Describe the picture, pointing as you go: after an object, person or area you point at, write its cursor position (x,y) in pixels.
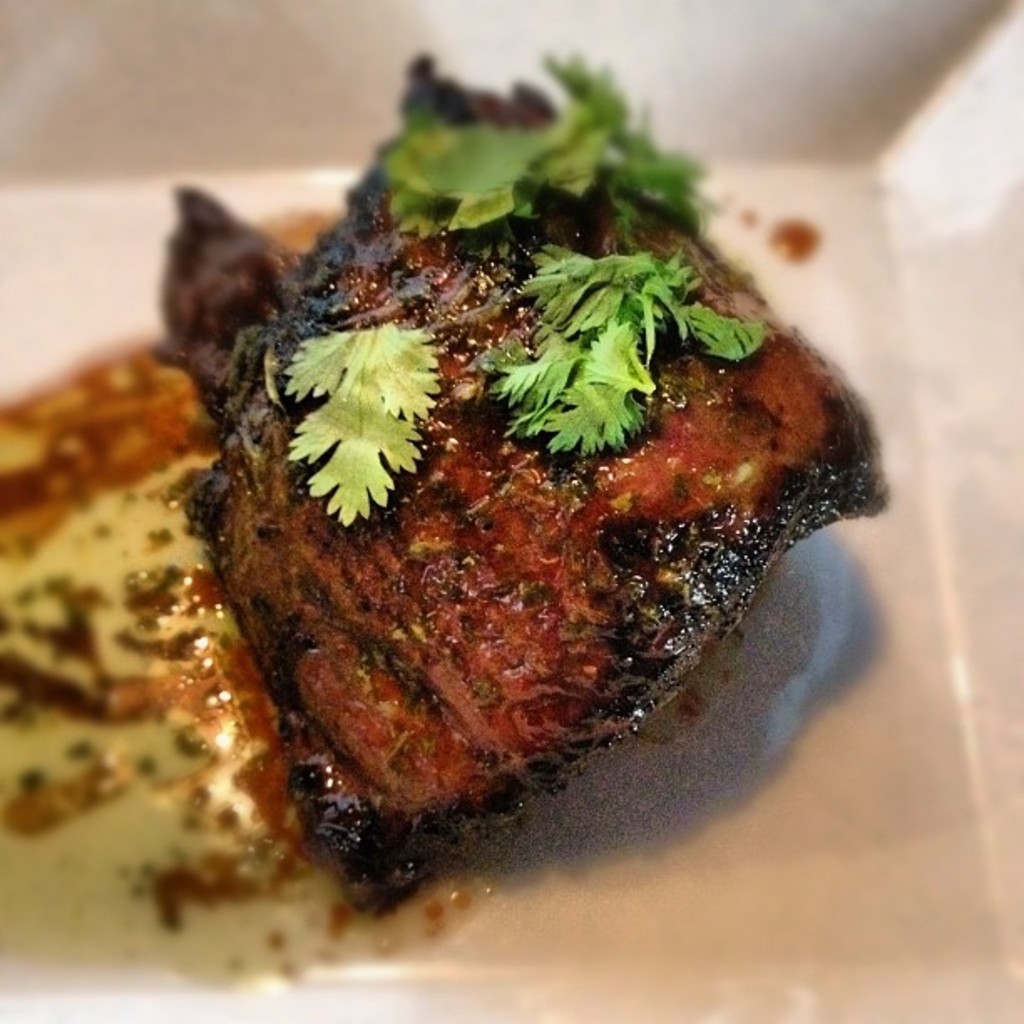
In this image there is food (588,426) inside an object (109,3) that looks like a bowl (603,62).
